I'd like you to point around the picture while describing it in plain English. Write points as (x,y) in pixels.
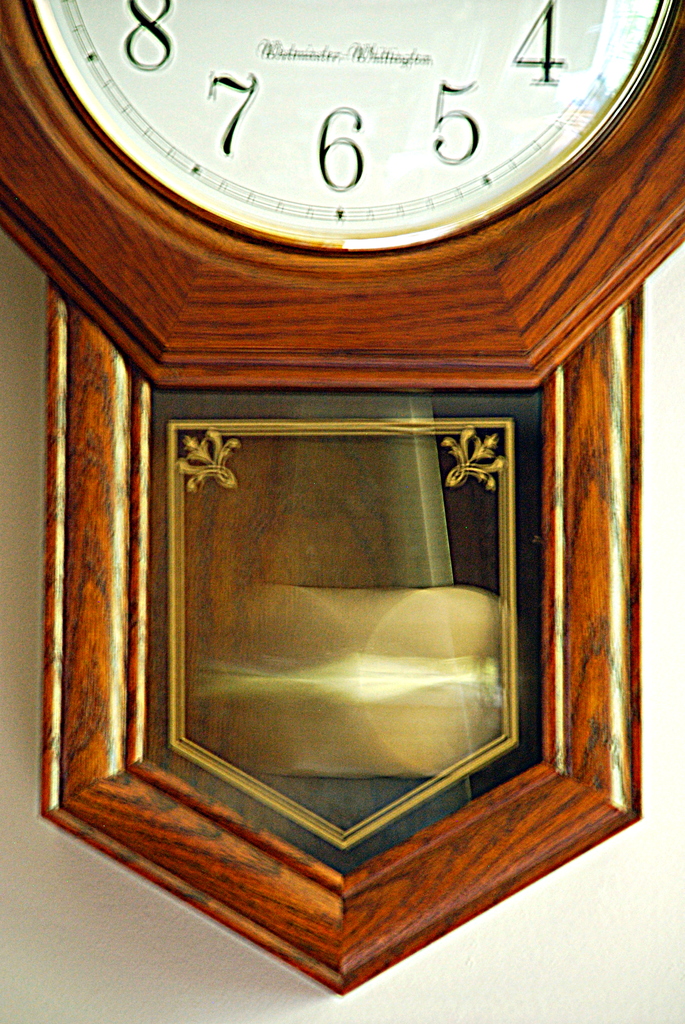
In the center of the image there is a wall clock (121,736). At the background of the image (630,847) there is a wall (486,988).
